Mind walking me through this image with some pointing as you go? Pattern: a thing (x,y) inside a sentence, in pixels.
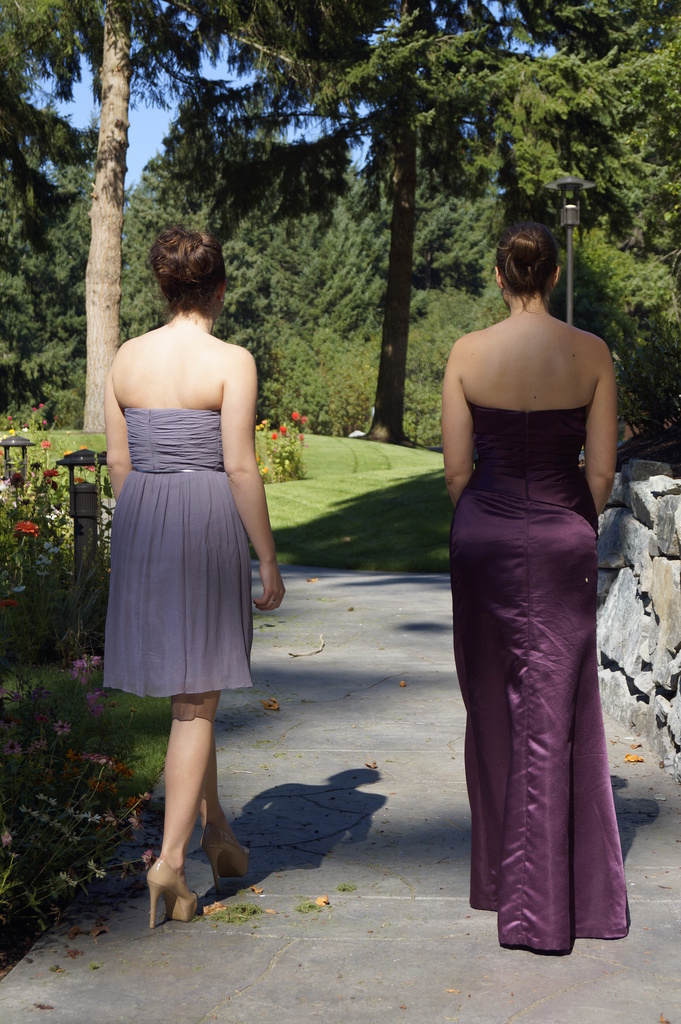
In this image we can see two women (470,431) walking on the road (369,612), one rock wall (647,624) on the right side of the image (672,705), three light poles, some plants (48,532) with flowers (47,444) on the ground (355,497), one white object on the ground (310,442) near the tree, some flowers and leaves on the road (328,594). There are some trees (72,329), bushes (415,424), plants (310,353) and grass (359,442) on the ground (331,455). At the top (145,136) there is the sky (138,164).
